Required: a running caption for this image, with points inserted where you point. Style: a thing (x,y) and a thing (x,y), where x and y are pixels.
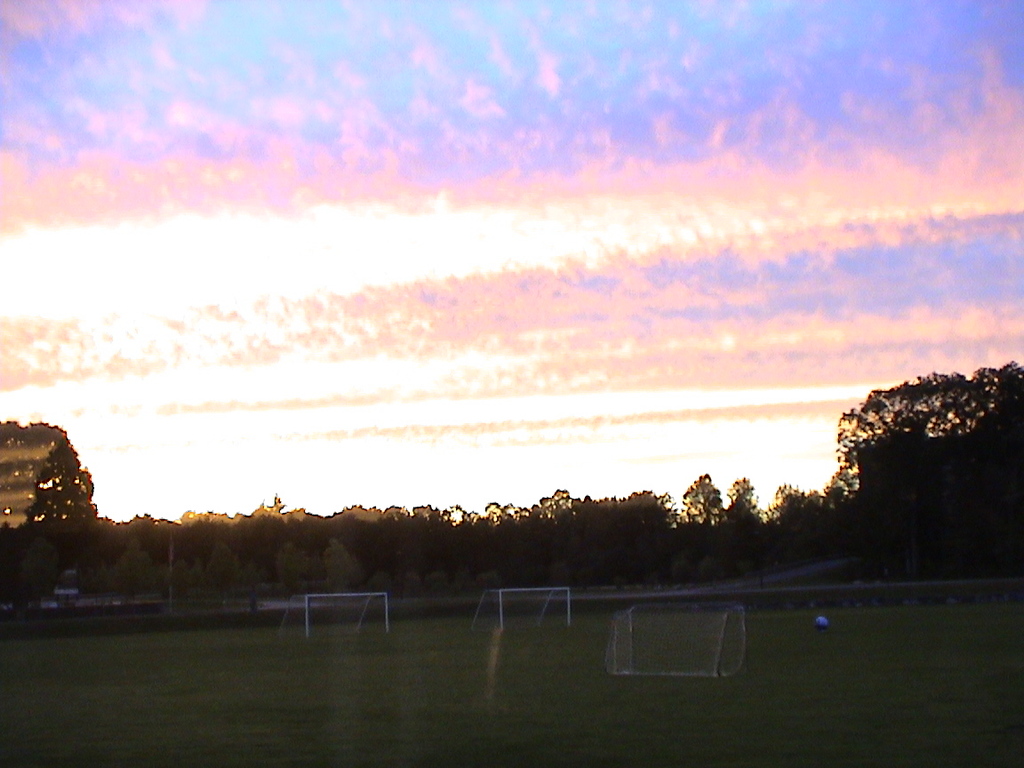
This picture is clicked outside. In the foreground (566,679) we can see the nets (688,647) and the metal rods (500,624) and there is a ball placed on the grass (679,707). In the background (350,228) there is a sky (288,240) which is full of clouds (795,360) and we can see the trees (316,533).
